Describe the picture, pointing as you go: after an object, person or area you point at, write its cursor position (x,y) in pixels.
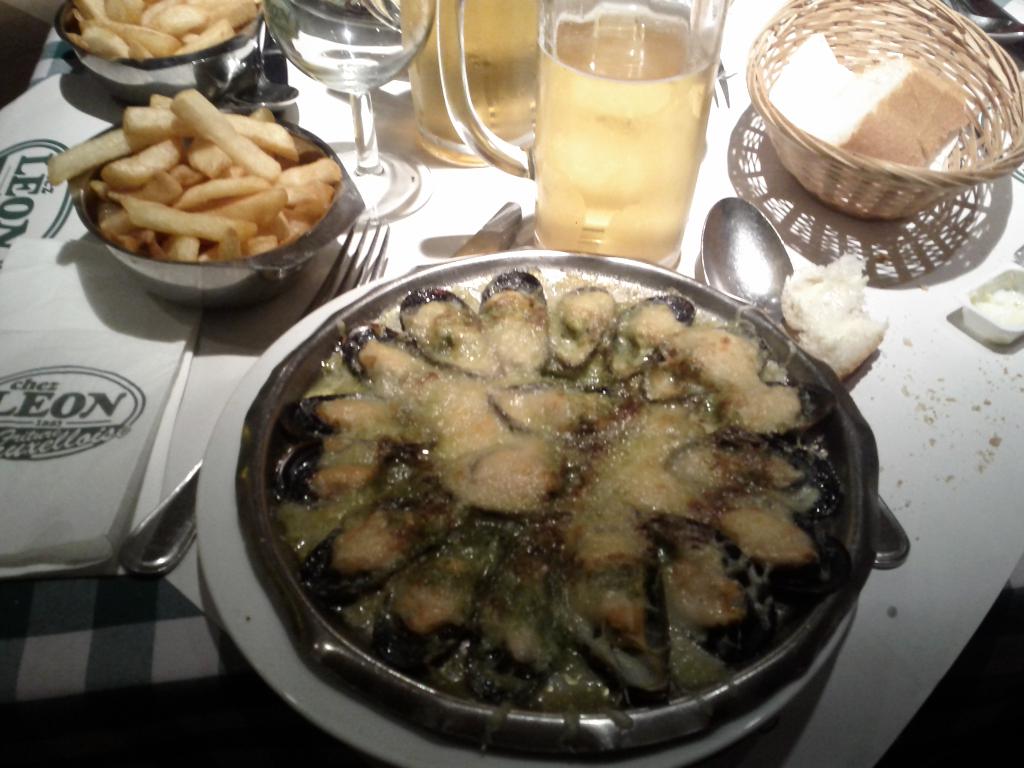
In this image we can see a plate (315,321) of food items (487,434) and also the bowls (129,73) of food items (259,112), a basket (872,79), glasses (639,86) of drinks (483,22), spoons (745,210), fork (379,227) and also tissues (118,435) on the white table (932,553).
